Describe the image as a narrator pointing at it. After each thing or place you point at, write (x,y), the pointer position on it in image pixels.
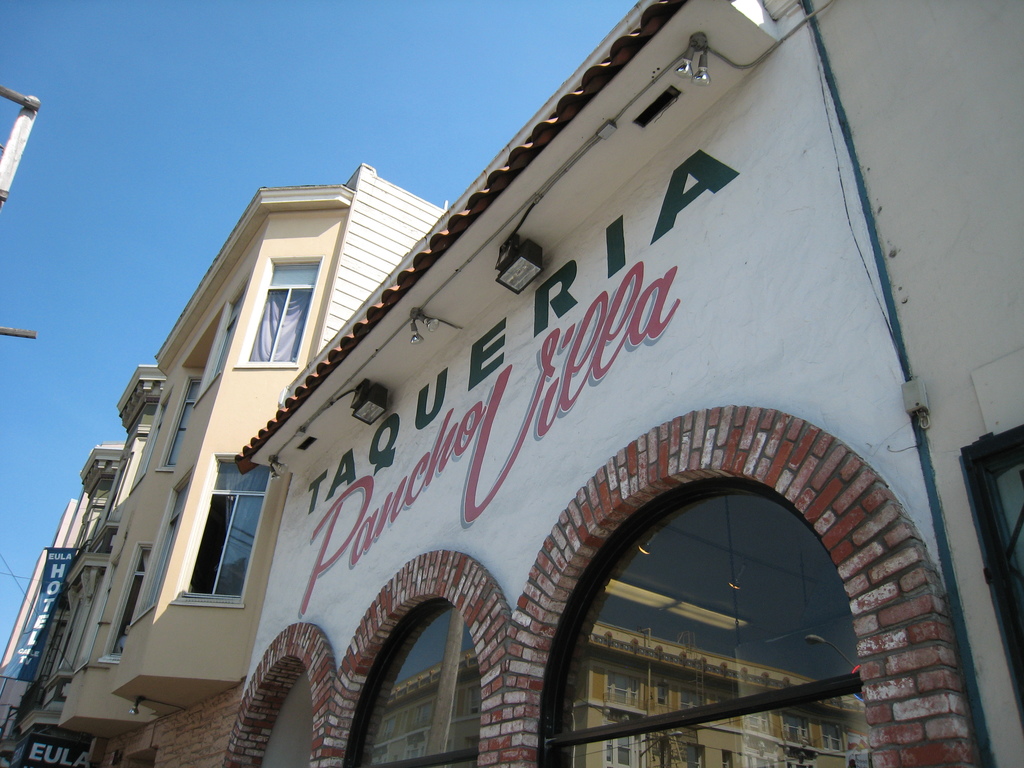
In this picture I can see there are a few buildings (394,348) and they have glass windows (248,517). They have name plates (465,417) and the sky (377,113) is clear.
